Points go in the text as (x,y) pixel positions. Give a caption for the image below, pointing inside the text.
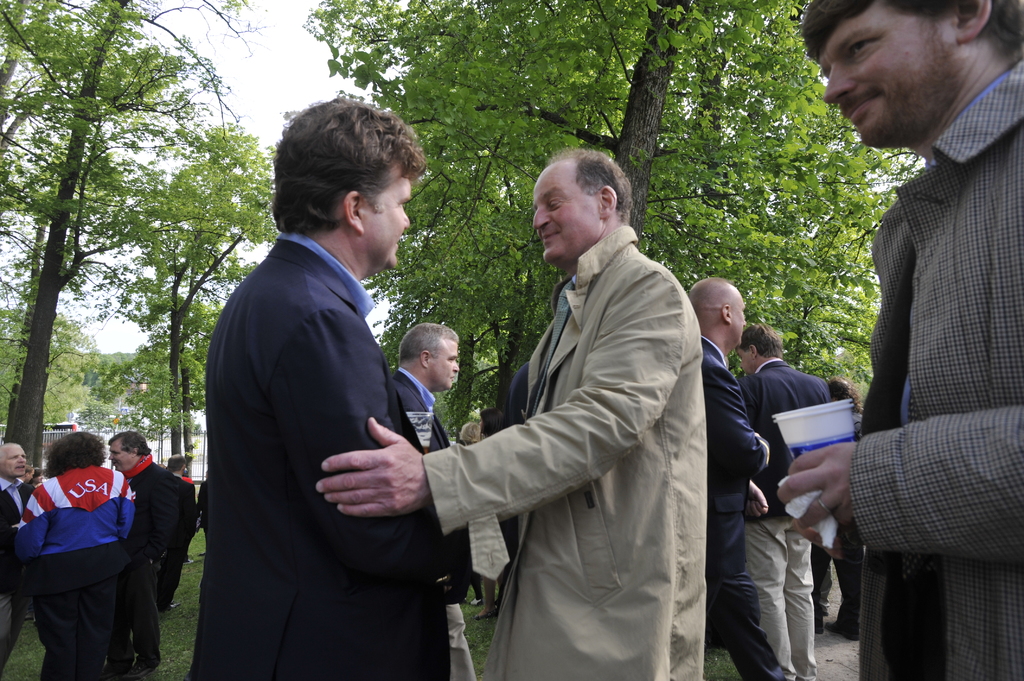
In this image I see number of people (306,231) in which few of them are wearing suits (226,602) and I see that this man (920,178) is holding a cup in his hand (813,466) and I see the green grass (106,662). In the background (32,367) I see number of trees (460,246) and I see the sky (321,73).
